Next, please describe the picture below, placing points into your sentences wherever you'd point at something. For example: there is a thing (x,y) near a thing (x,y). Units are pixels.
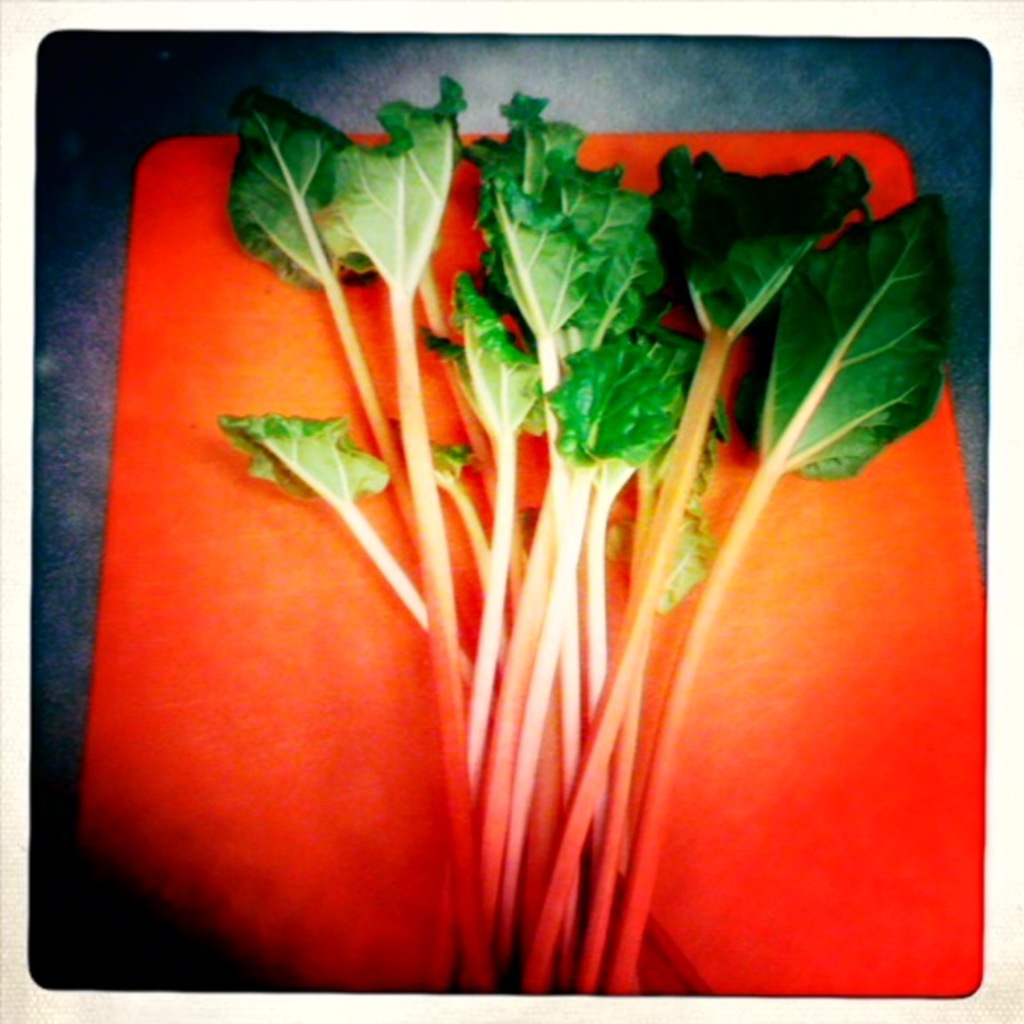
In this image I can see few green colour leaves (609,428) on an orange colour thing (256,943).
